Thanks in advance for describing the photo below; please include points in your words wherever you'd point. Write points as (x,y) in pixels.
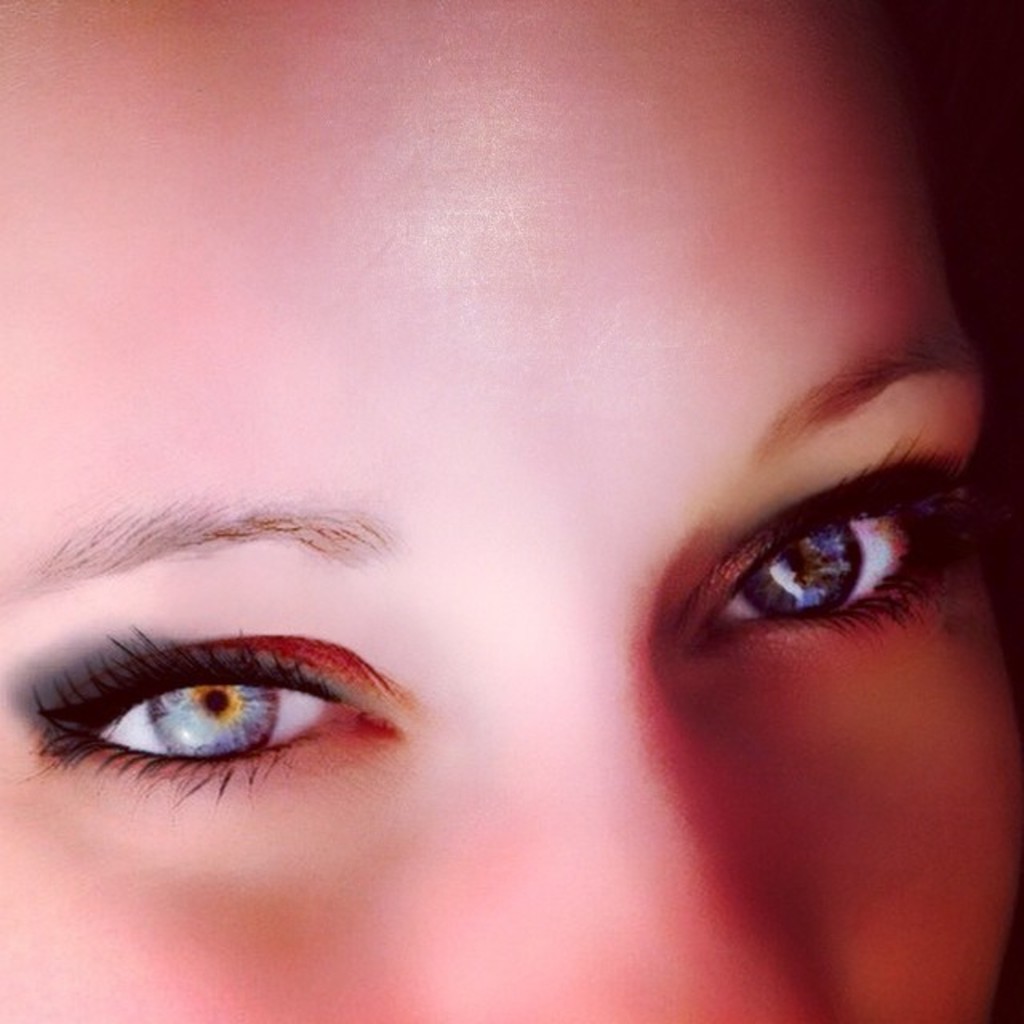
In this image, we can see human face (498,643). Here we can see eyes (287,715), eyebrows (134,558) and eyelashes (932,465).
